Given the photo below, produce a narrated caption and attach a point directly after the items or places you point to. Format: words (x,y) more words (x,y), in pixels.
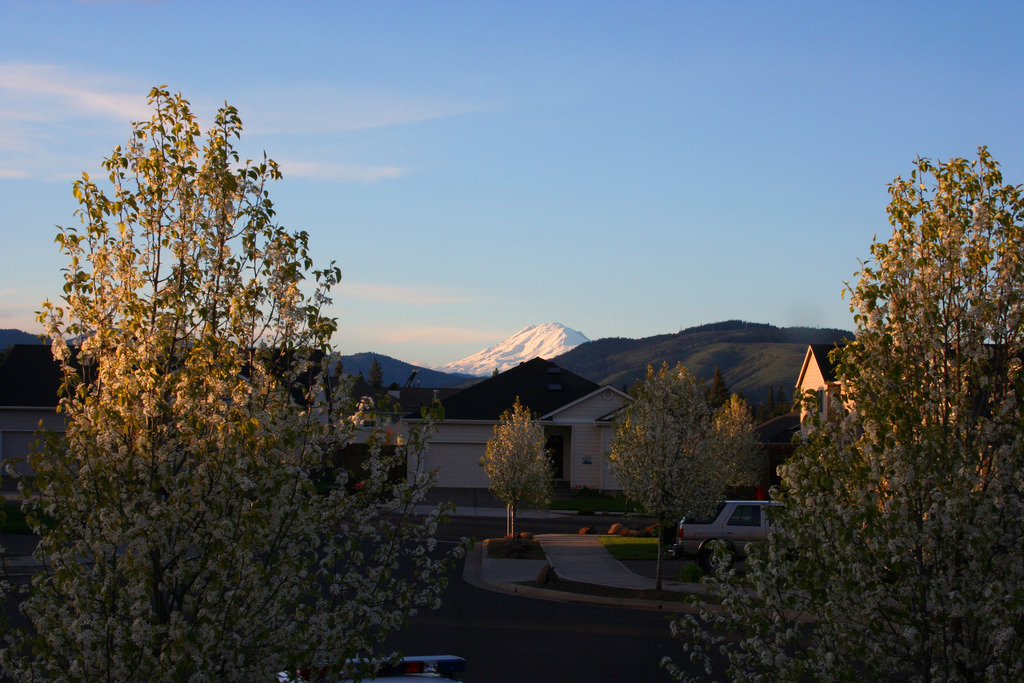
This is an outside view. Here I can see many trees (207,555) and buildings (487,399). On the right side (725,524), I can see a car (705,533) on the road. In the background (660,351) there are some hills (704,337). At the top (617,94) I can see the sky (479,149).
